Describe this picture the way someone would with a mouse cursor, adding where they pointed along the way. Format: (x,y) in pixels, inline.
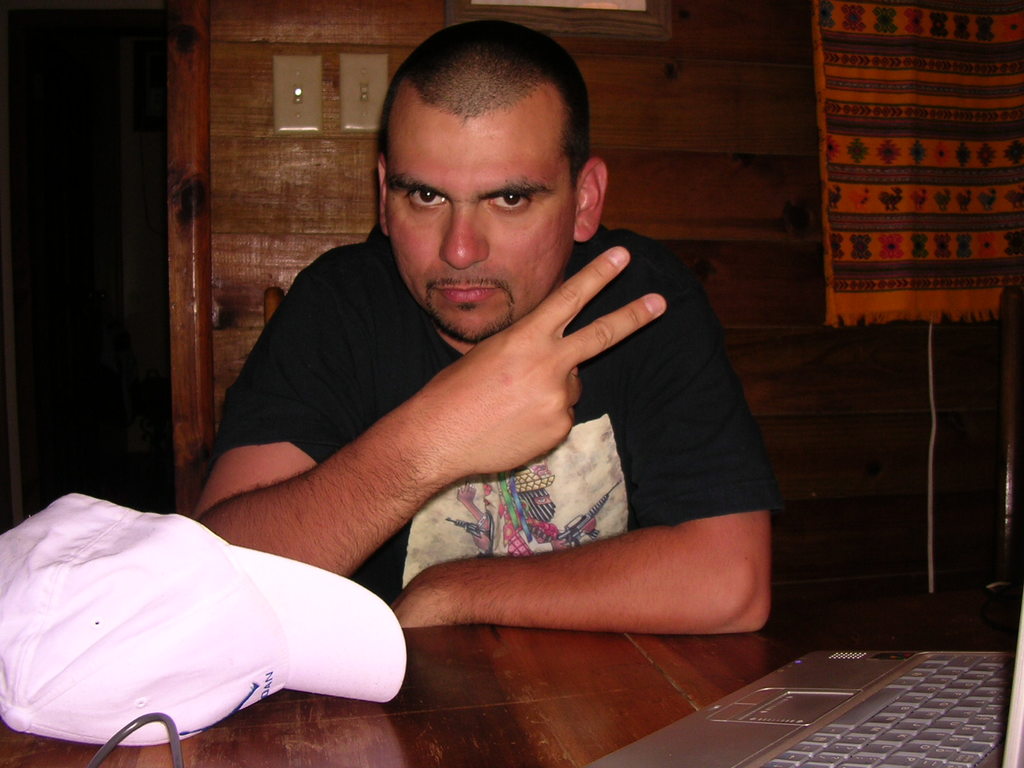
In this image I can see a person (367,360) wearing black t shirt (345,332) is sitting in front of a brown colored table (518,706) and on the table (530,708) I can see a silver colored laptop (780,695) and a white colored hat (226,678). In the background (716,167) I can see a brown colored surface (666,172), a cloth (885,170), a photo frame (528,9) attached to the wall (588,41) and few switch boards (314,69).
